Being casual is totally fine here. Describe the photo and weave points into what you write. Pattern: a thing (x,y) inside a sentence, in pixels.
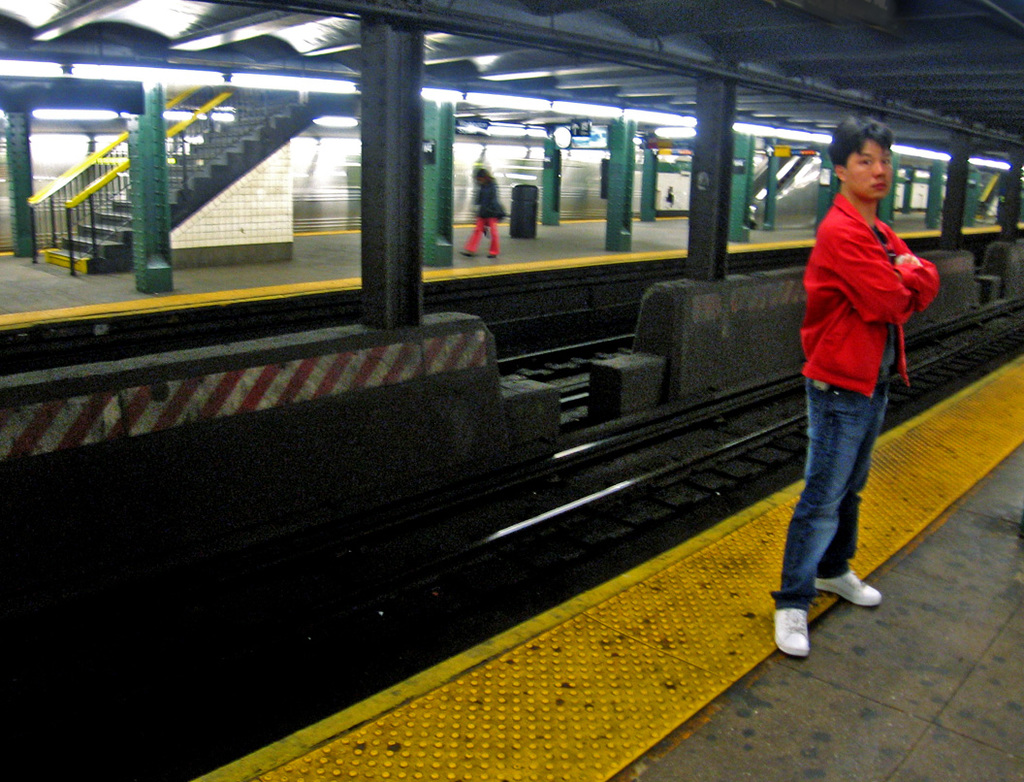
In this image I can see a person (865,428) standing on the platform (645,657), behind him there are few tracks (769,464) also there is another platform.
